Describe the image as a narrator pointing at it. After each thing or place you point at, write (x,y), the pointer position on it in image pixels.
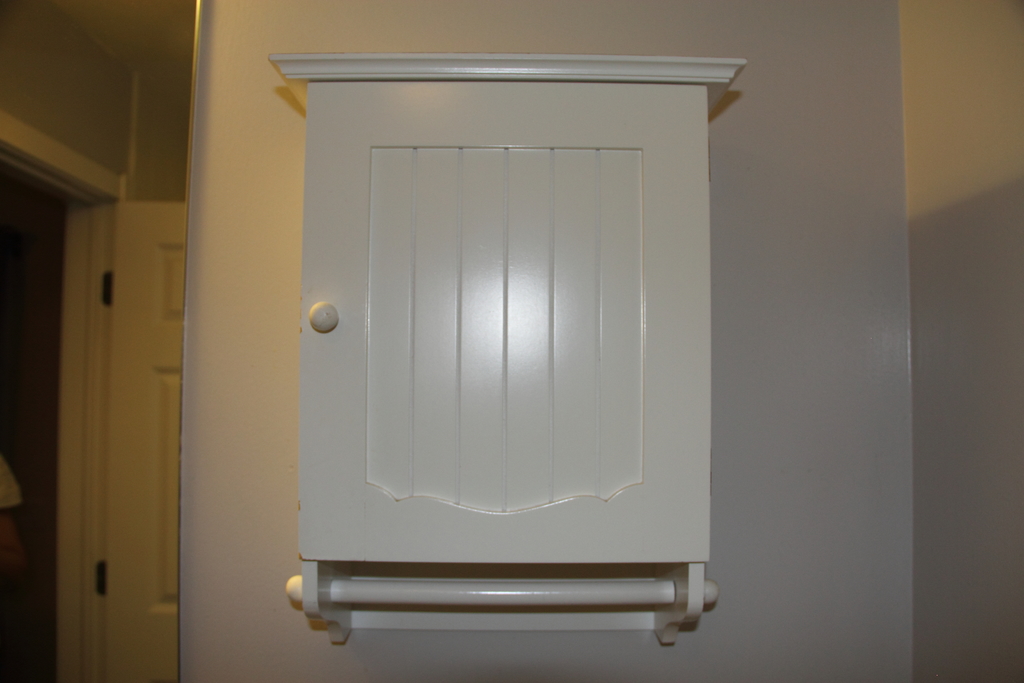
In this image there is like a cupboard (463,277) attached to the wall (776,268). On the left side of the image (136,224) there is an open door (115,500).
